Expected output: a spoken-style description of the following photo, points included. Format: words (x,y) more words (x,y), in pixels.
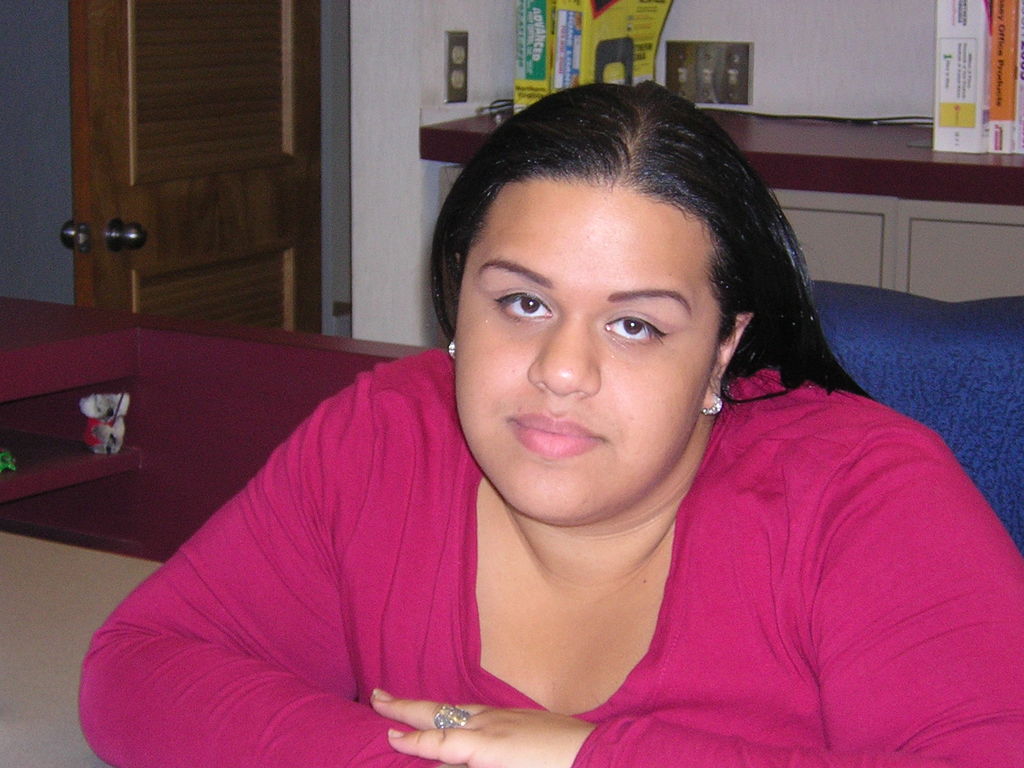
In the foreground (697,555) we can see a woman (469,544) sitting. On the left (72,609) we can see bench like object (76,480) and table (25,658). At the top left (148,122) there is a door (122,72) and wall (382,78). On the right (913,67) there are books (938,138), closet (908,257), couch (968,359) and wall (739,16).
